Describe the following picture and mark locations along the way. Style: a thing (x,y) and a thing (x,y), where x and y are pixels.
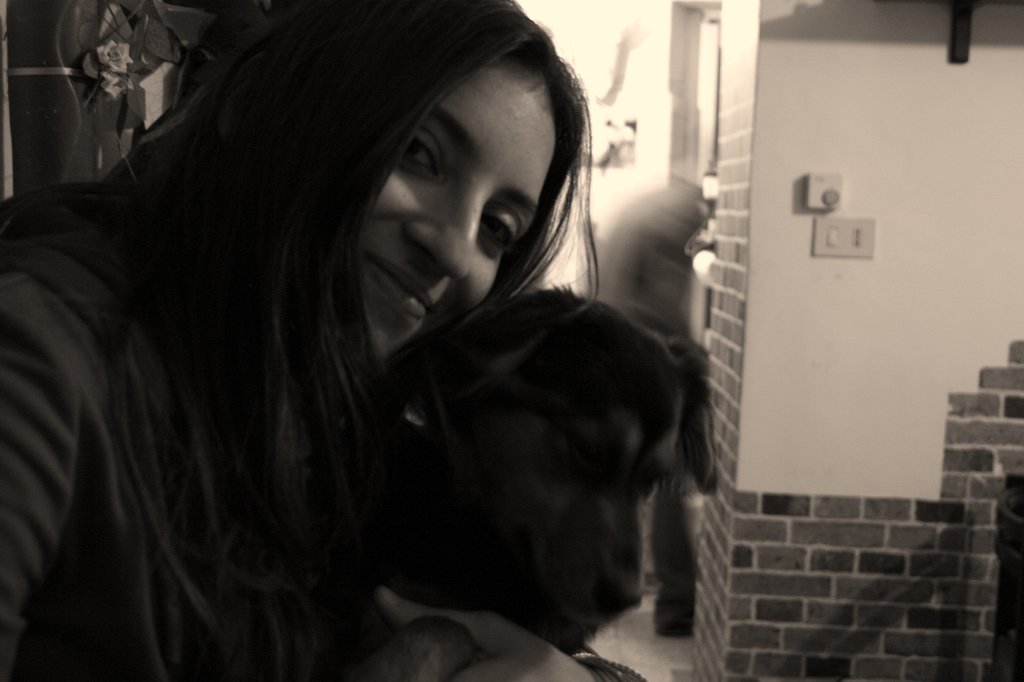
This is a black and white image. There is a person (388,248) in this image. She is woman (493,267). She is holding a dog (436,466) in her hands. She is smiling.
